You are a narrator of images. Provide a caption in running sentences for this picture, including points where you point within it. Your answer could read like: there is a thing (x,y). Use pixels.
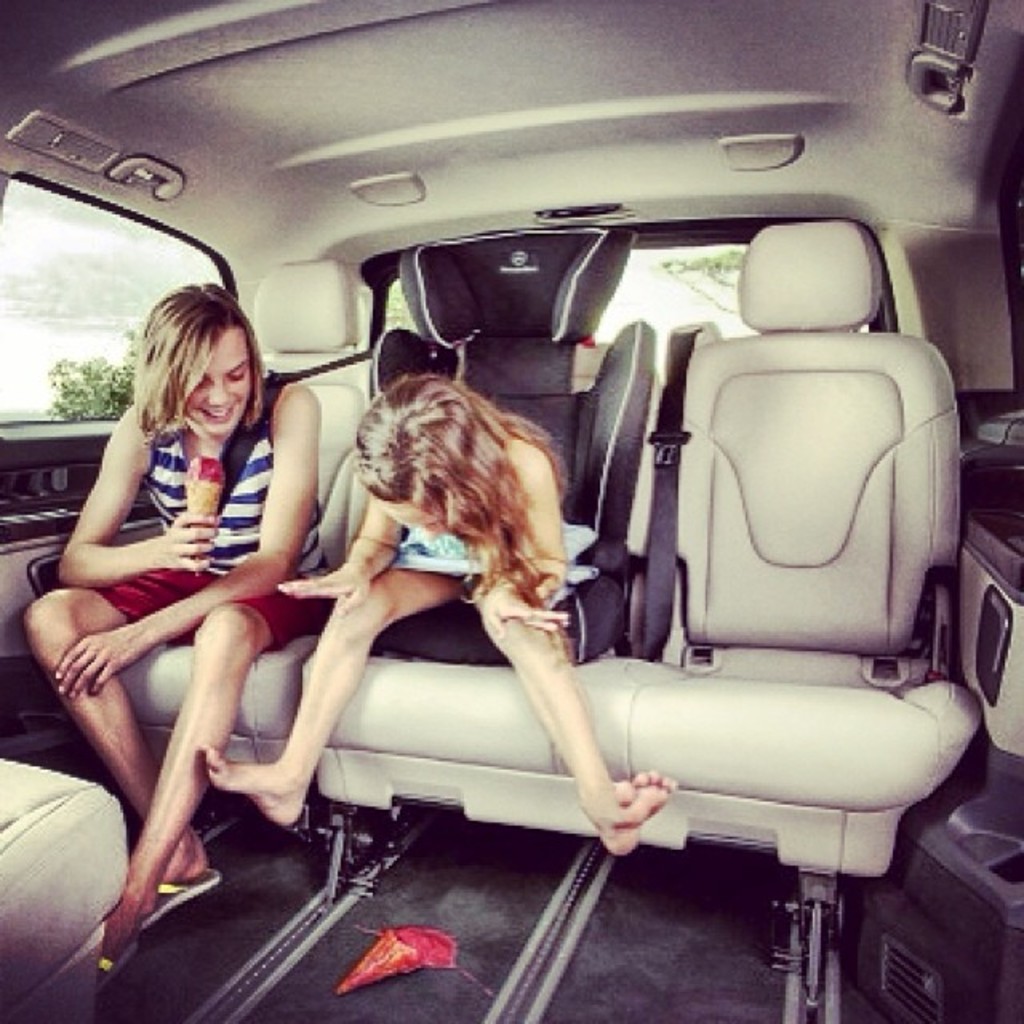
This picture is clicked inside the car (20,482) or a vehicle (779,635). Here, we see two girls (276,398) sitting on seat (481,684) and girl (296,531) in white and blue t-shirt (240,485) is holding ice cream cone (189,501) in her hand (195,534). Beside her, we see tree (89,383) from the window (107,336).
